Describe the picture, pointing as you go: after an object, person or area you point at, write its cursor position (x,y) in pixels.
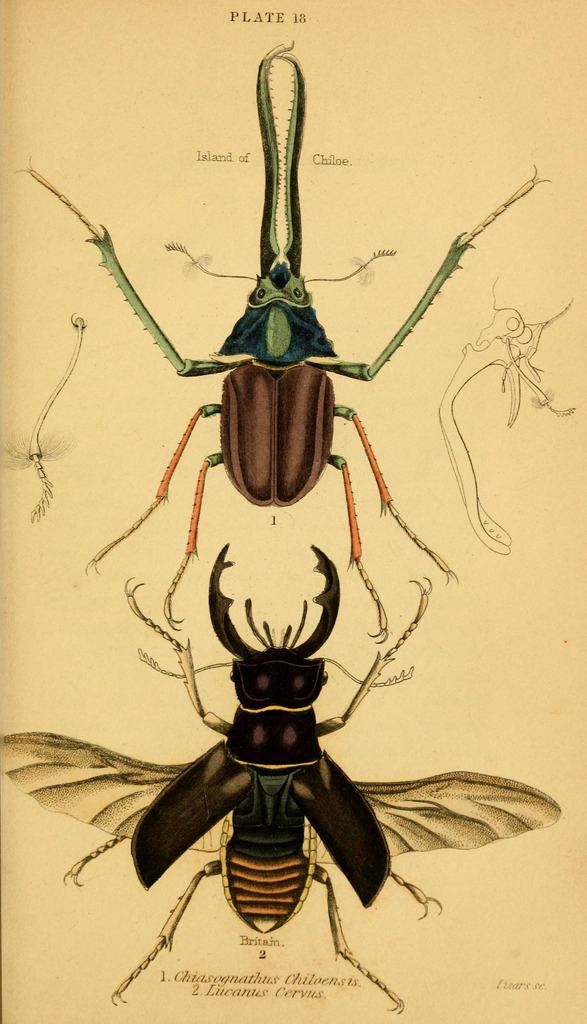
In this image we can see pictures (346,843) of two beetles (271,750) which are of different colors black, green and brown.
